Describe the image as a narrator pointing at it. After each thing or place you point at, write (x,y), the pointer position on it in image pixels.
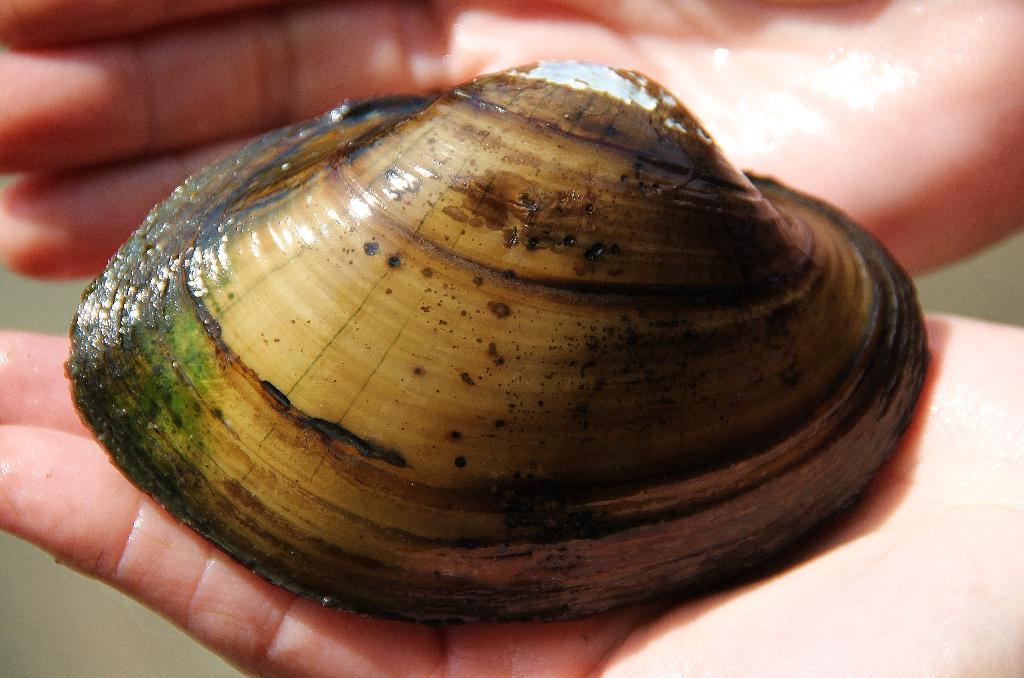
In this picture we can observe a shell (632,215) which is in brown and cream color in the hands (429,664) of a human (541,42). The background (16,668) is completely blurred.
